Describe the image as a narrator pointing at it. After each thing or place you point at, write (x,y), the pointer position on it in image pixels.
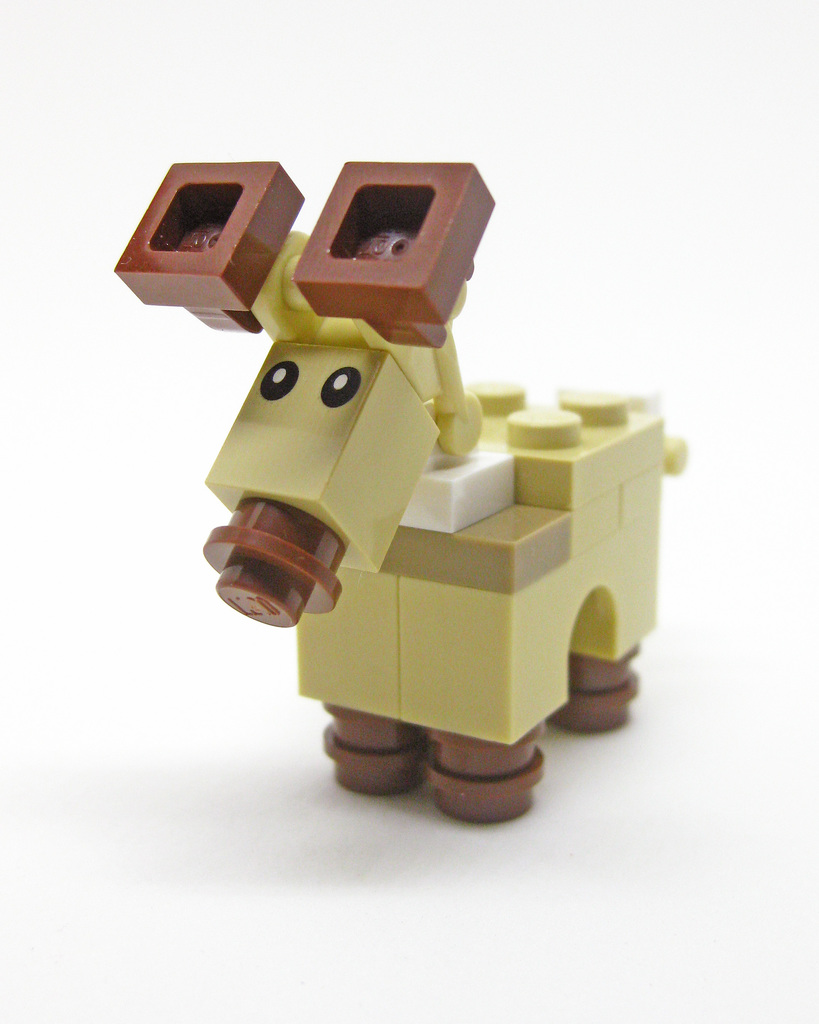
There is a toy (325,374) with blocks (331,629) on a white surface (398,833).
